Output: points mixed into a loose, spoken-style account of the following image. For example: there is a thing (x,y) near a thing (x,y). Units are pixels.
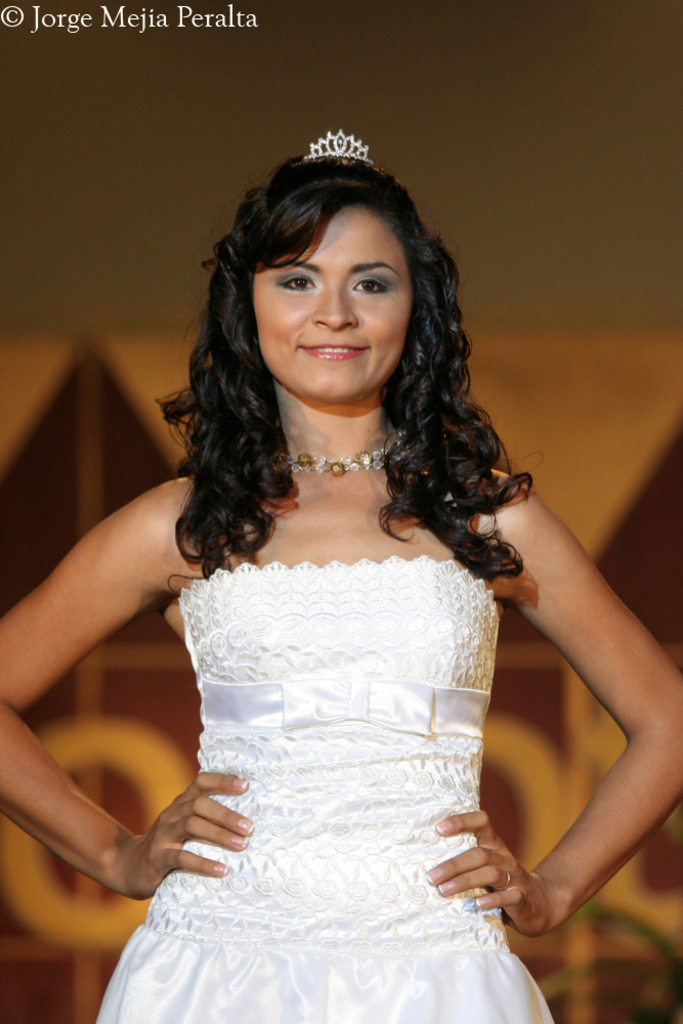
In this picture we can see a woman (335,710) is standing and smiling, there is a blurry background (220,78), we can see some text (167,14) at the top of the picture (105,14), this woman (419,779) wore a white color dress (338,820).
